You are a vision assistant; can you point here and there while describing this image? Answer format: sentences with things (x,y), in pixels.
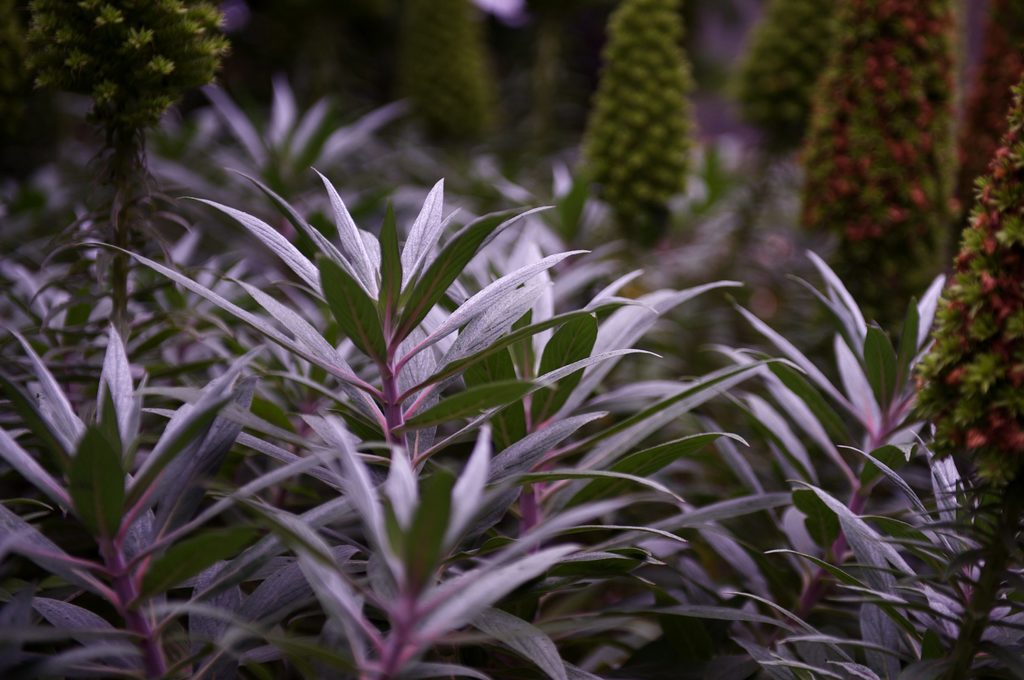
This is the picture of some plants (478,458) and behind there are some other plants (851,182).
